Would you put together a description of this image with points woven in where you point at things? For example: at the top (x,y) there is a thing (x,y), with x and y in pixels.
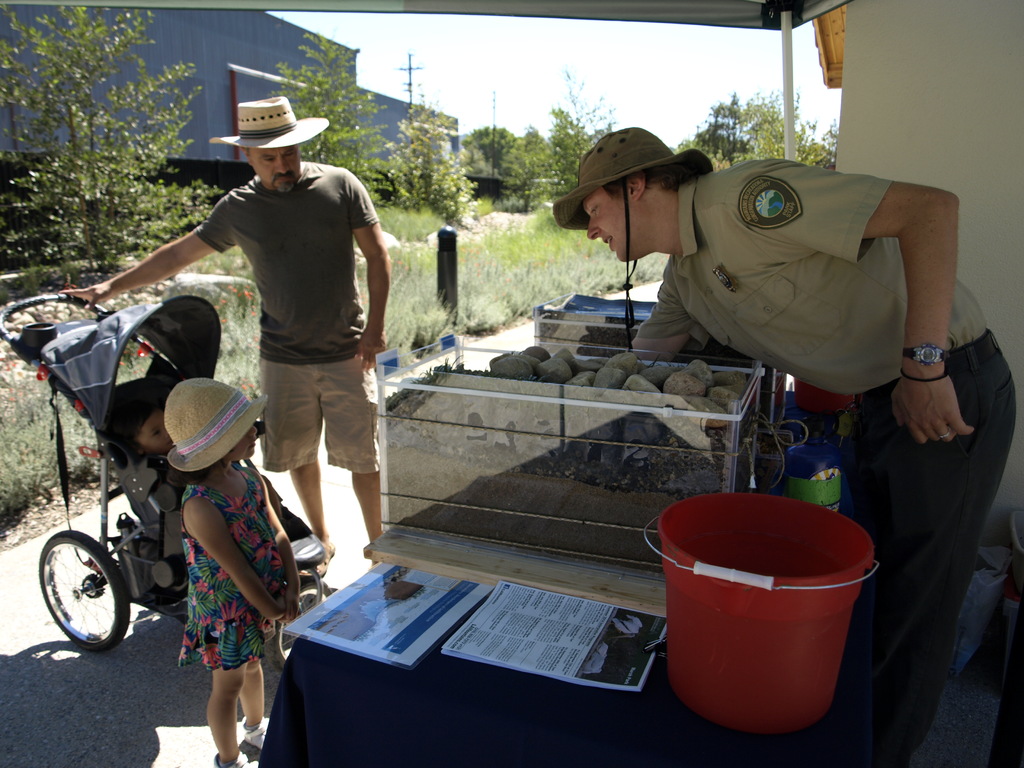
This image consists of four persons (204,615). On the right (926,295), the man (926,295) is wearing a hat (573,226) and a brown shirt (791,317). In the front (583,586), we can see a table (624,725) on which, there are two boxes (567,488) along with a bucket (670,660) and books (427,641). On the left (244,638), we can see two kids (212,482) and a man (282,326) standing on the road (114,707). In the background (44,117), there are many trees (560,128). At the top (501,38), there is sky (346,29). On the left (206,90), we can see a shed (268,39).
